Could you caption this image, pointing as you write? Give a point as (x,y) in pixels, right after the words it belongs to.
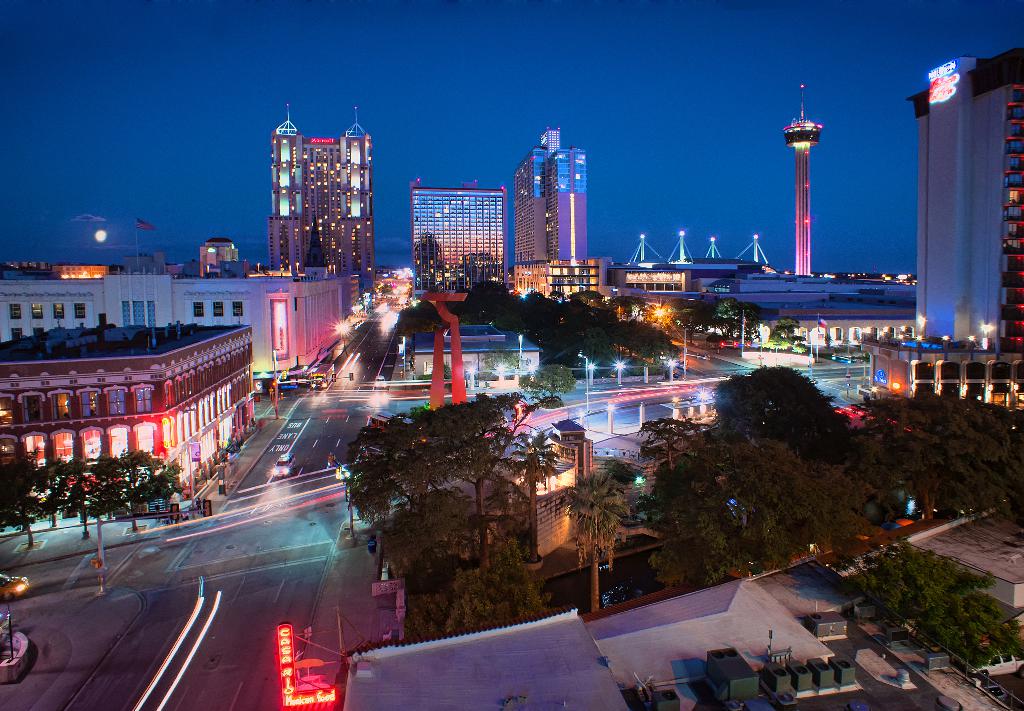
This is the top view of a city (255,401), in this image we can see trees (475,470), vehicles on the roads (250,509), buildings (141,435) with sign boards (303,662).
